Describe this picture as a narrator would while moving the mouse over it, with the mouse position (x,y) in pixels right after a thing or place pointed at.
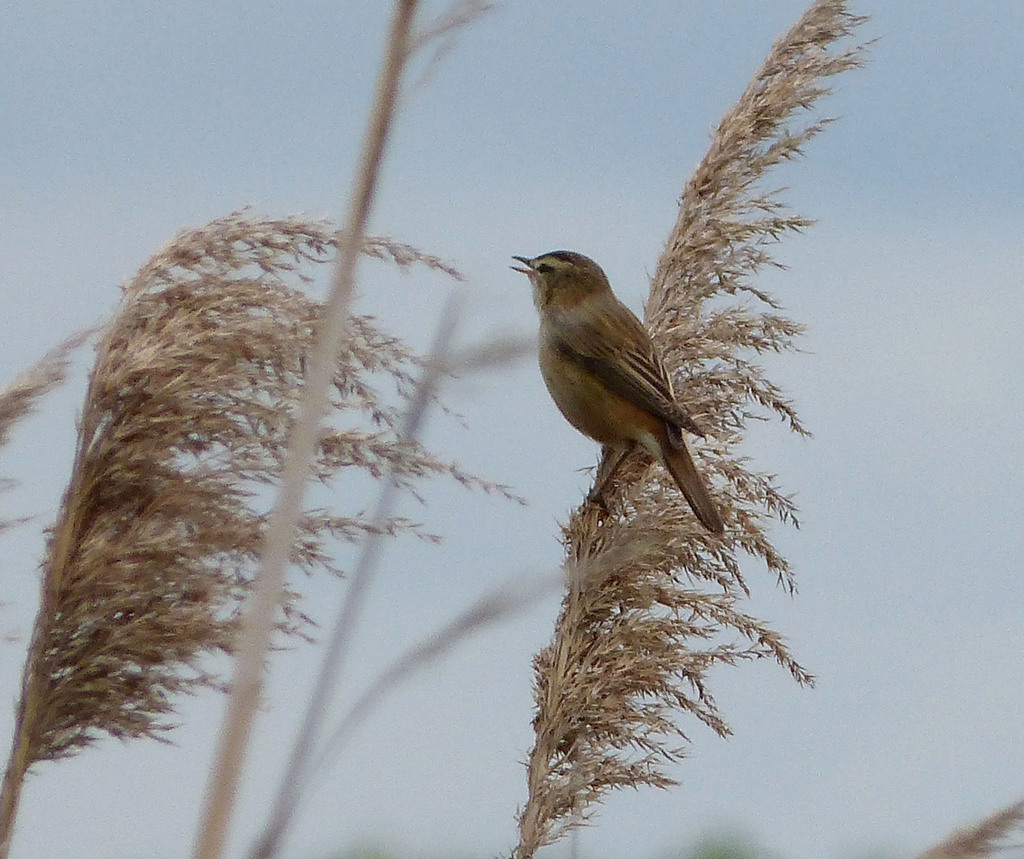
In this image I can see few plant straws (590,587). In the middle of the image (641,378) there is a bird (616,392) on it. At the top of the image (658,105) I can see the sky (919,360).
